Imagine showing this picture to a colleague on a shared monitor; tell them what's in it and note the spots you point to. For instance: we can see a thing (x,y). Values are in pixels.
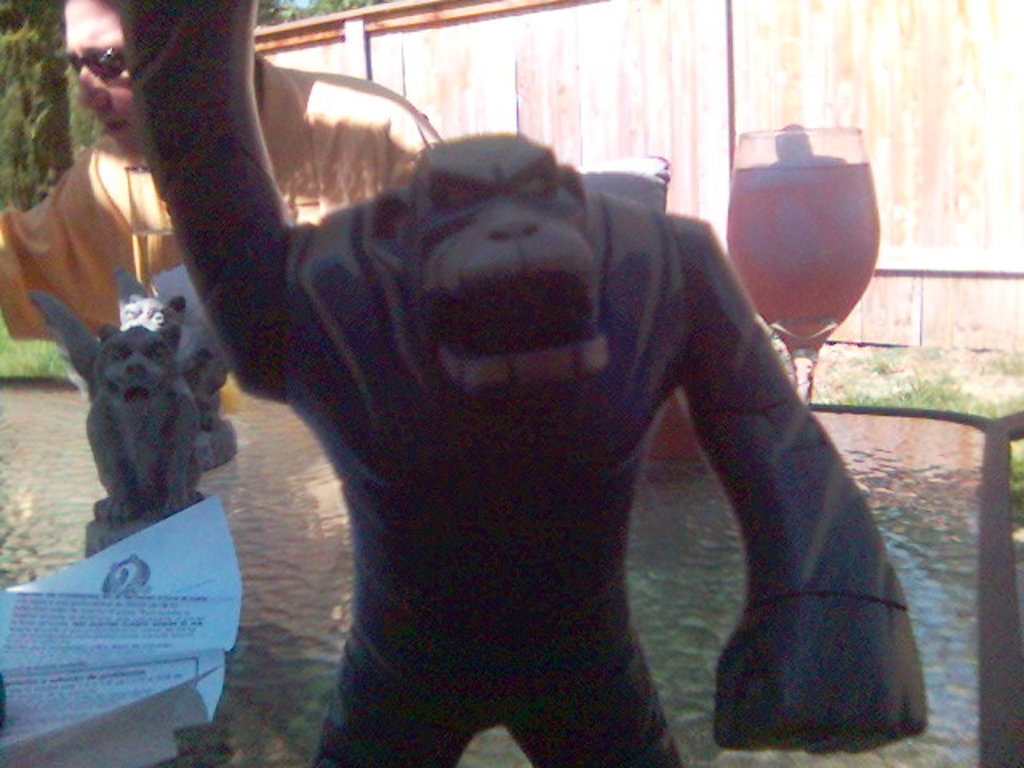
In the image there is a statue of a monkey (471,557) in the front (382,331), behind it there are few statues of other animals (177,393) on left side (132,439) and wine glass (775,283) on right side (802,142), there is a person (112,241) standing on left side (131,254), in the background (470,64) there is a wooden wall (854,48) with trees (53,116) behind it.
